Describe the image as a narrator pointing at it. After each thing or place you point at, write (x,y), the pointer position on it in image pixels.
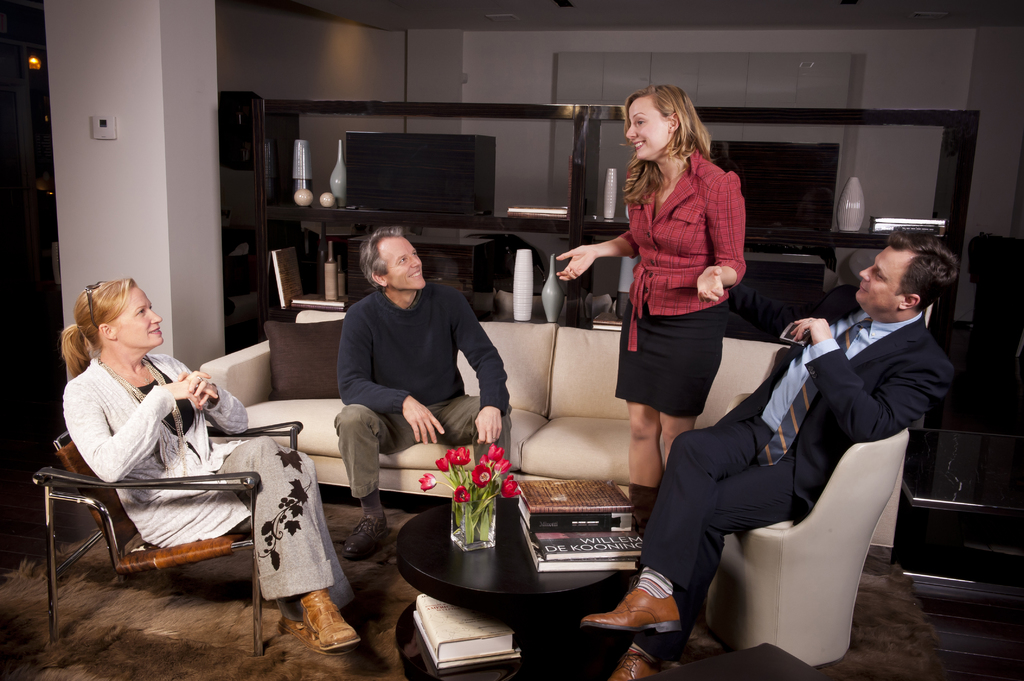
This is sofa (305,354), this person (384,375) is sitting, there is table (570,583), this woman (667,281) is standing, woman (205,459) sitting on the chair (237,477) and in the background (143,183) there is pillar (121,165), this is switch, this is vase (481,520).
